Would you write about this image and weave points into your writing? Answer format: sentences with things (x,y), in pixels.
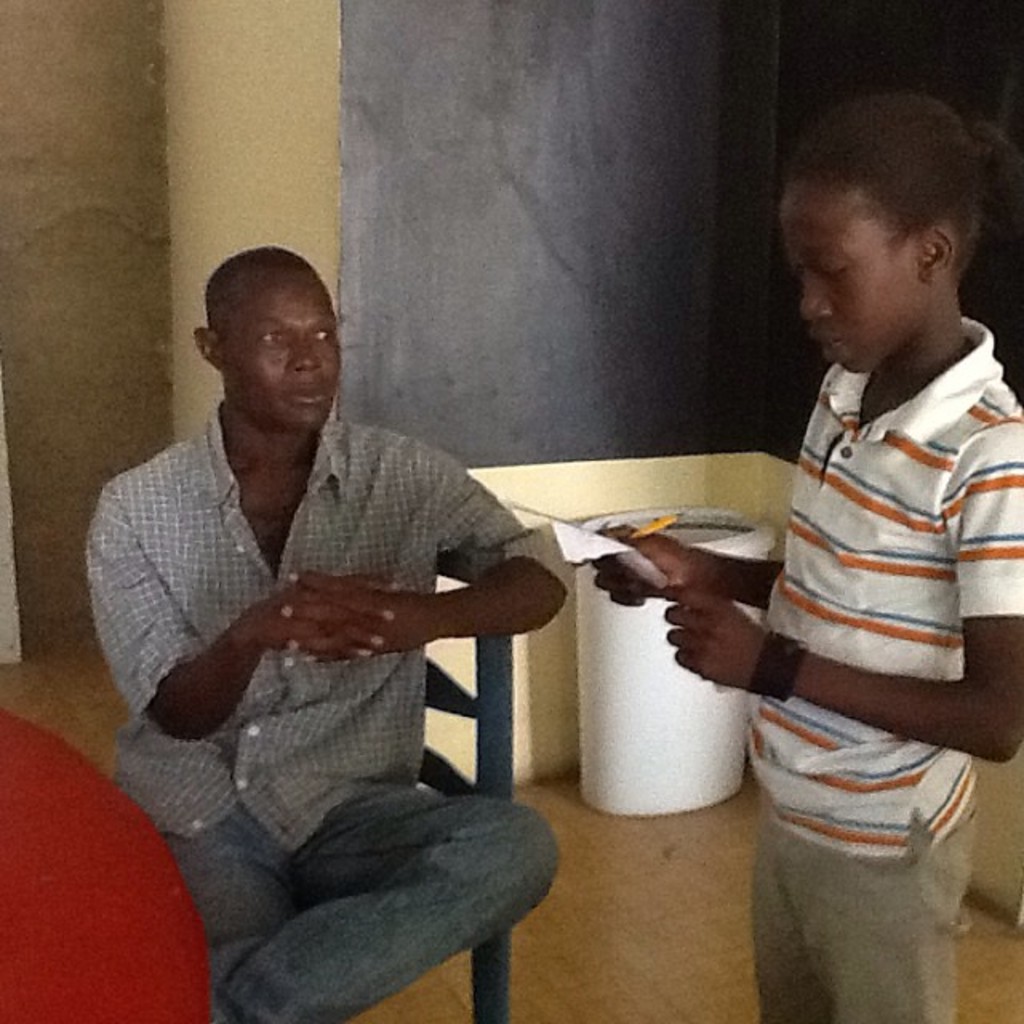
In this picture we can see small boy (895,620) wearing a white t-shirt (873,618) and standing in the front (687,607) and holding the paper (605,551) in the hand (643,585). Beside there is a man (242,715) sitting on a chair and looking to him. Behind we can see white dustbin (638,657) and wall (223,153).
